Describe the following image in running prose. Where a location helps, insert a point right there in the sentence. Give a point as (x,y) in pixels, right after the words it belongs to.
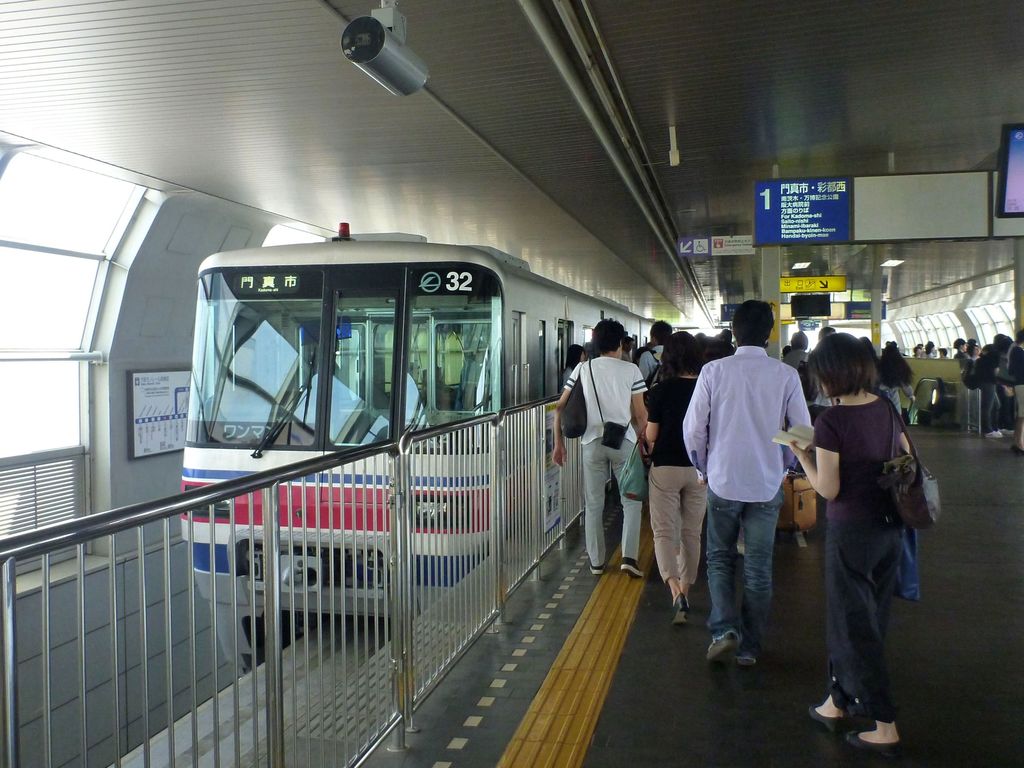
In this picture, there is a train (240,521) towards the left (298,523). The train (404,403) is in grey in color. Beside it, there is a grill (544,454). Towards the right (739,677), there is a platform (677,752) with people (861,385). Towards the right (859,596), there is a woman (837,446) holding a book (791,433) and carrying a bag (902,531). Before her, there is another man (761,315) wearing purple shirt (768,484) and blue jeans (762,528). Towards the top right (786,200), there is a board (803,217) with some text (793,200).
